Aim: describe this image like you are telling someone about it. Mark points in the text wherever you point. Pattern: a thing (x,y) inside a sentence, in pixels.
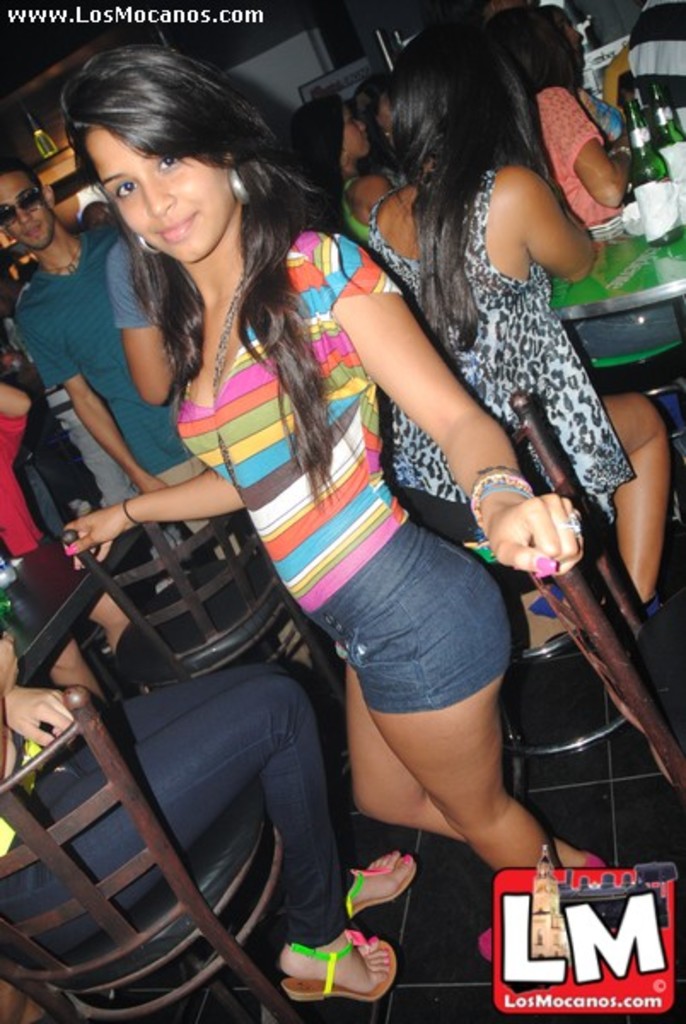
In this picture we can see there are some people (146,365) are standing on the floor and some people (191,750) are sitting on chairs (446,534). On the right side of the people (420,403) there is a table (628,251) and on the table (604,263) there are bottles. Behind the people (618,209), it looks like a wall (267,59). On the image there are watermarks (565,938).
